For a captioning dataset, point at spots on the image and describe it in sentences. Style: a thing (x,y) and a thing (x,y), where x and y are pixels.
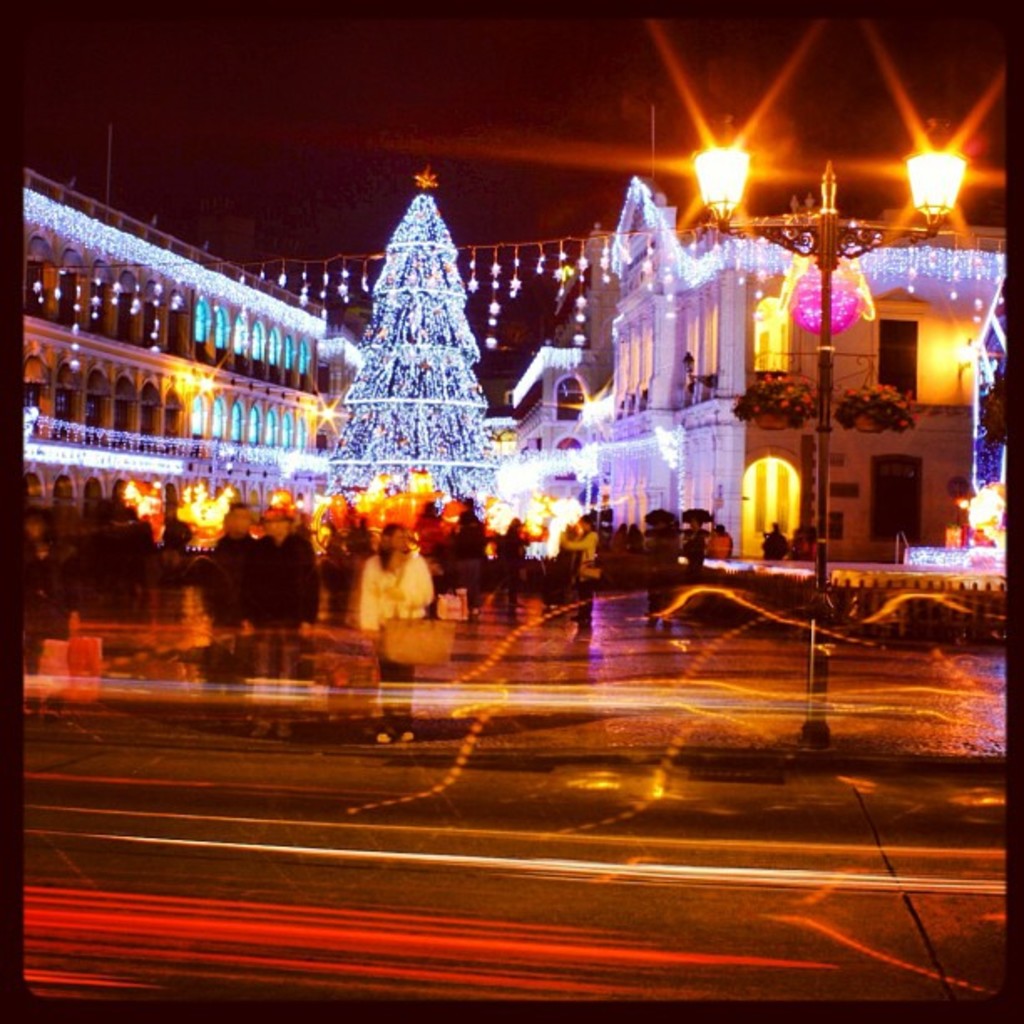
In this image there are persons (588,552) standing on the road (478,780). Behind them there are buildings (574,386), lights (563,457). At the center of the image (396,420) there is a Christmas tree (446,364). In the background of the image (461,140) there is sky (471,101).
